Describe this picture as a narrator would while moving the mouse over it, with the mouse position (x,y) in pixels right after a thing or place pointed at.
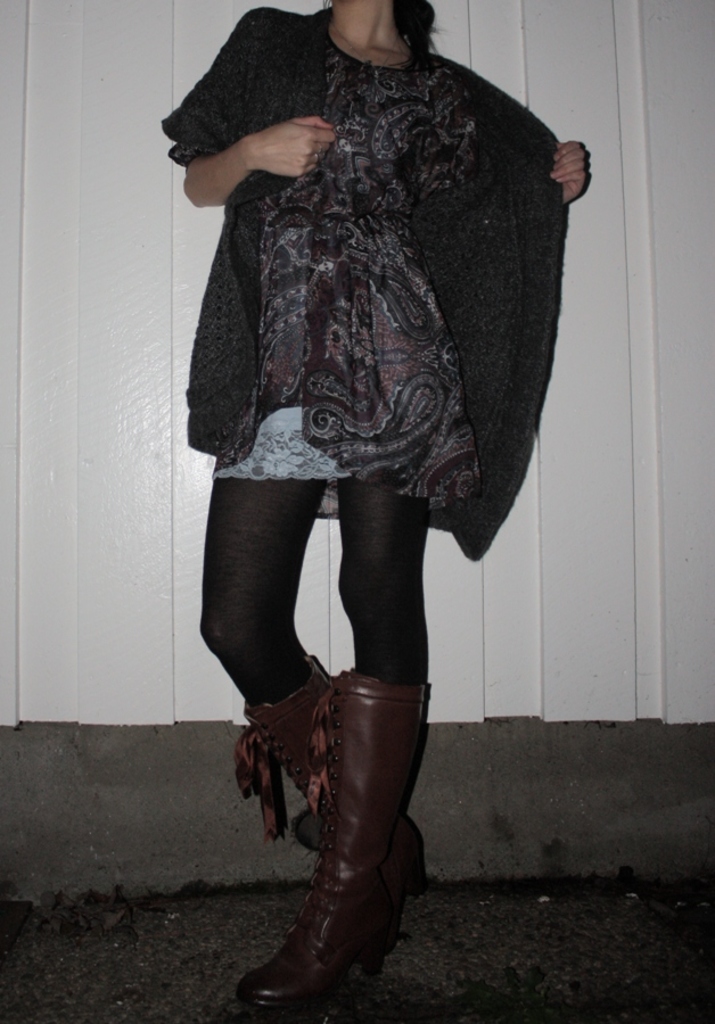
In this image, in the middle (403,442), we can see a woman (388,152) wearing a black color jacket (533,250) is standing on the land (463,919). In the background (663,105), we can see white color.
